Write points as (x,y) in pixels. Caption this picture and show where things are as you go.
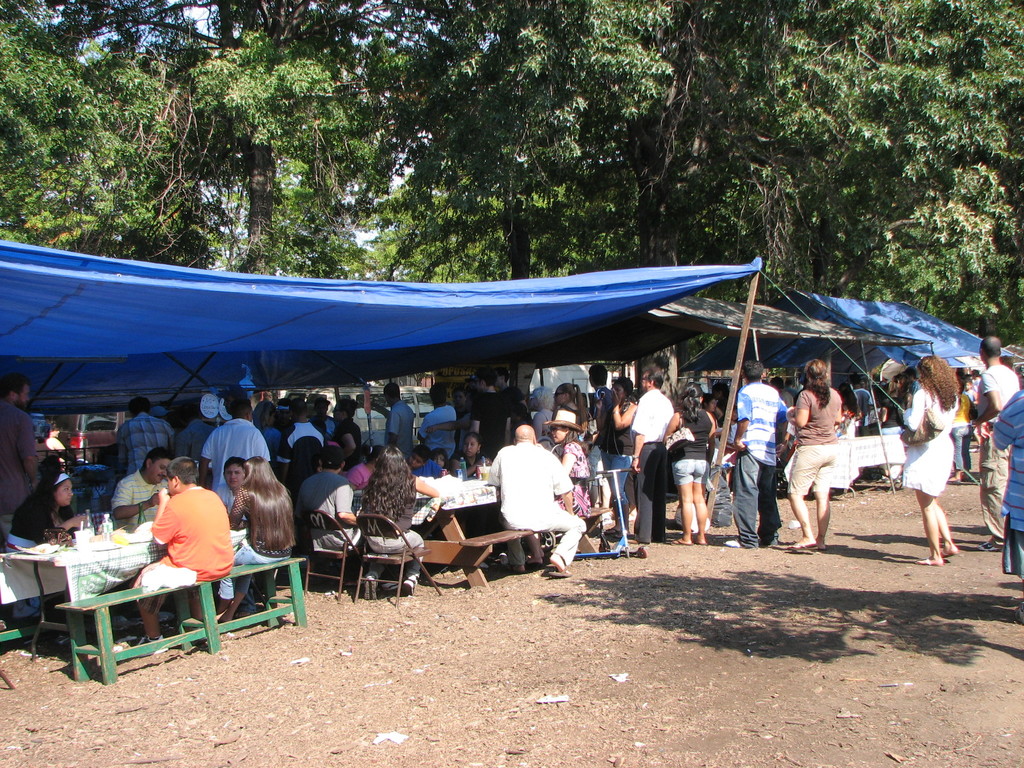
In this image we can see few persons (197,554) are sitting on the chairs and benches (207,610) at the tables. On the tables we can see water bottles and objects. There are few other persons (698,442) standing, tents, poles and ropes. In the background (543,209) there are trees (989,330) and sky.
